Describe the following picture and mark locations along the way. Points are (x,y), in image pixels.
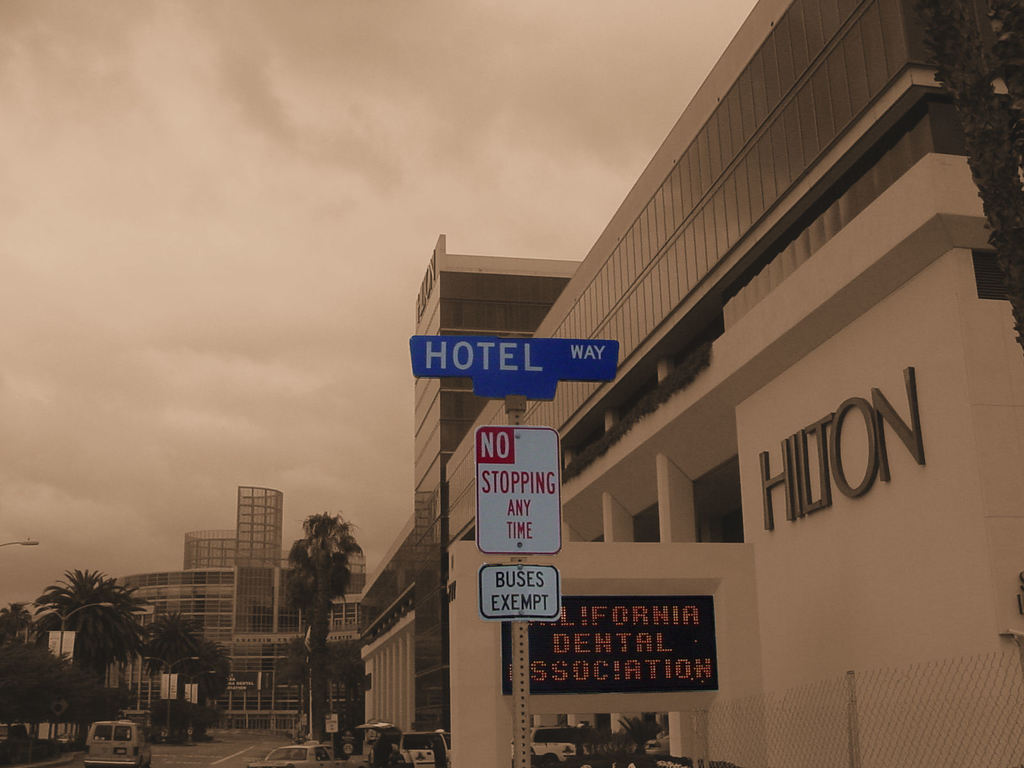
In this picture we can see a building (787,657) on the right side (774,656), there is a digital screen (698,678) here, we can see three boards (545,593) here, on the left side (132,746) there is a vehicle (146,745), we can see some trees (41,673) and a building (201,624) in the background (250,623), there is a light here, we can see the sky (224,235) at the top of the picture (185,211).
